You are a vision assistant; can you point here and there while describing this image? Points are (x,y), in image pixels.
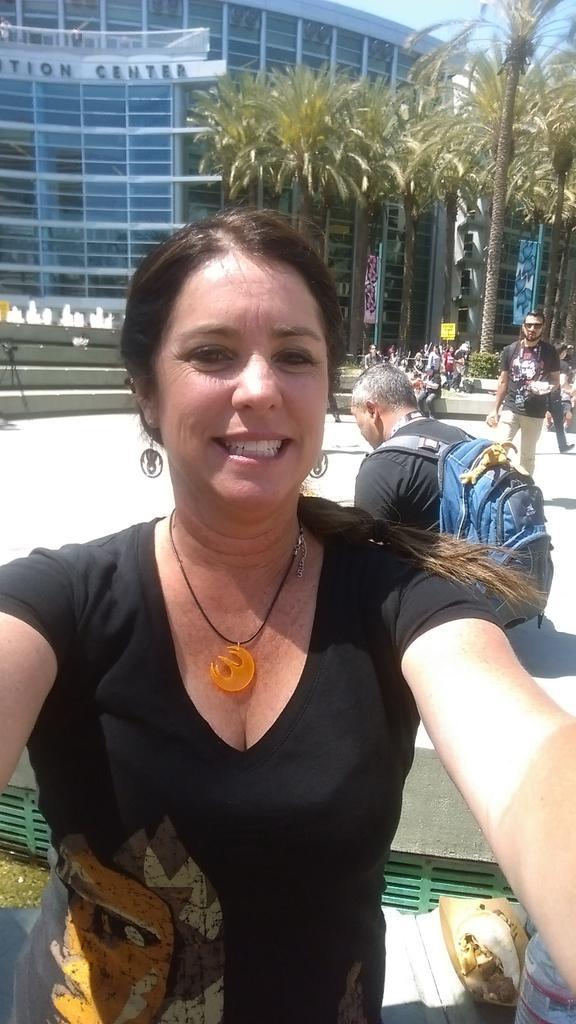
In this picture we can observe a woman (168,701). She is wearing a black color T shirt (253,831). We can observe some trees (288,190) and a building (68,237) in the background (303,155). The woman (258,393) is smiling. Behind her there is a man (387,378) sitting. There are some people (457,385) walking on the land (480,427).
